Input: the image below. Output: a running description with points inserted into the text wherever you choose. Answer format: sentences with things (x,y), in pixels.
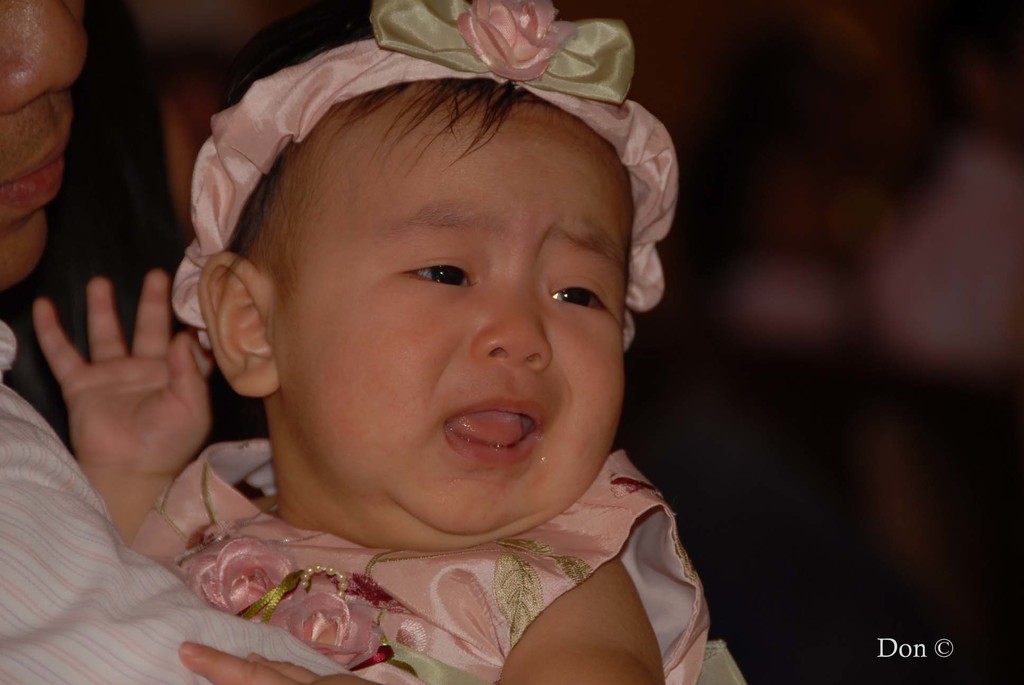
In this image I can see a baby (621,267) wearing a colorful dress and colorful band (399,77), baby (372,374) is crying and a person (112,623) holding a baby (161,481) on the left side (143,251) and on the right side (790,74) I can see dark view.
